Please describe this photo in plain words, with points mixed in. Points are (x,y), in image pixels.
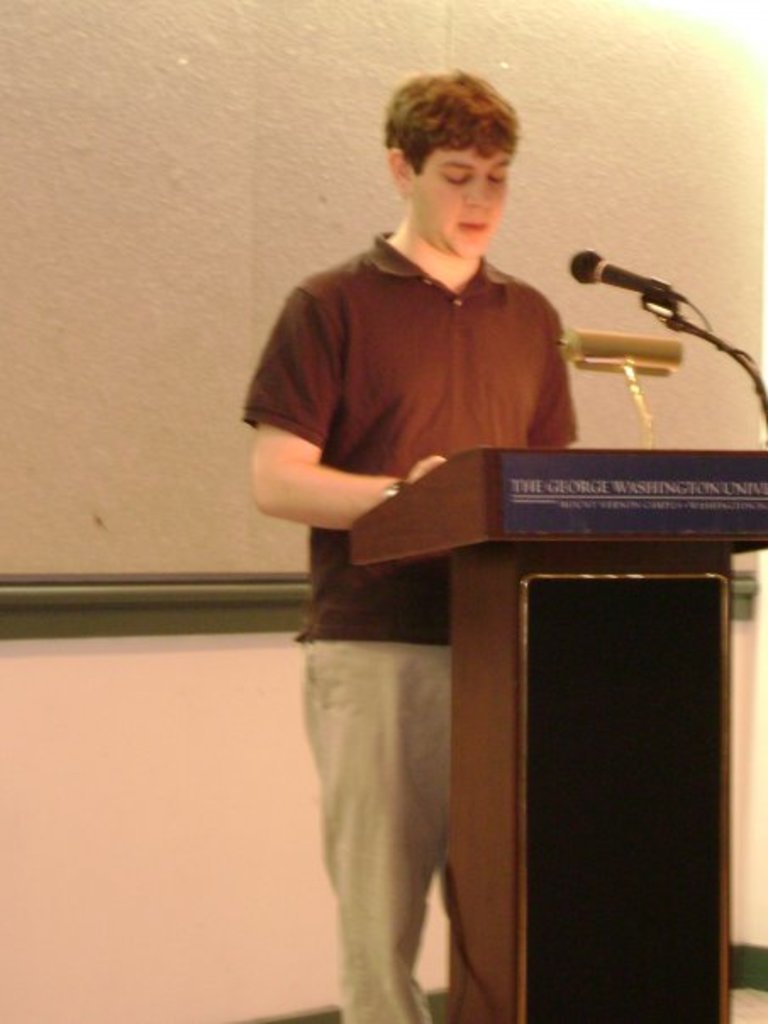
In this picture we can see a man (381,665) is standing behind the podium (526,552) and on the podium (551,479) there is an object (601,350) and a microphone (634,279) with stand (714,339) and a cable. Behind the man (435,430) it looks like a projector screen (162,494) on the wall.
